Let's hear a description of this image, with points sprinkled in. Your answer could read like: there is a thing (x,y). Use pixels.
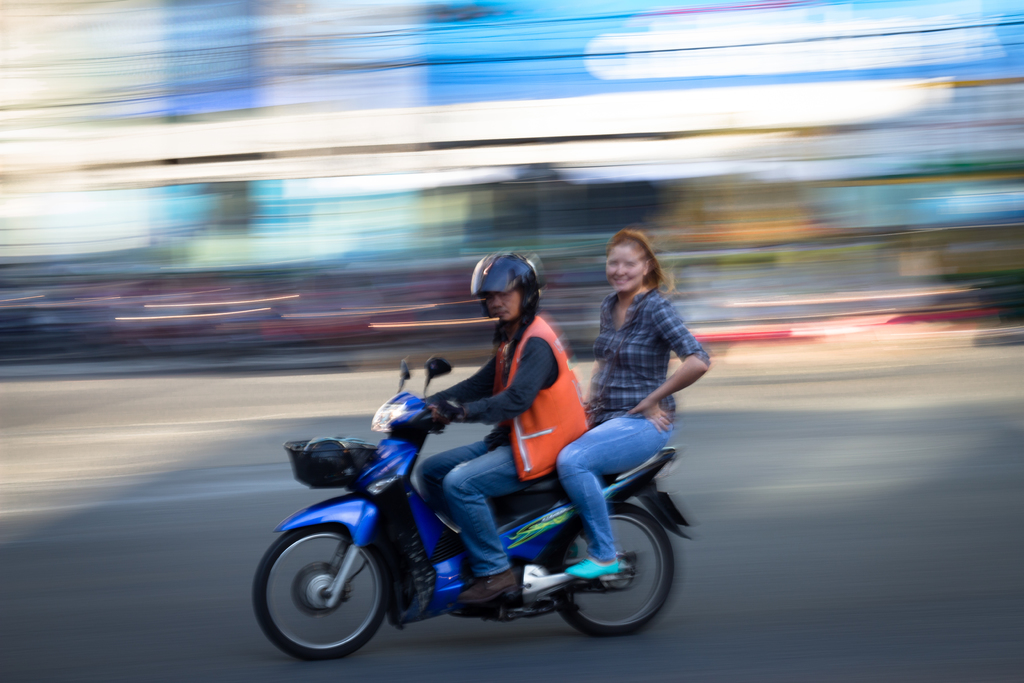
Man (531,365) is driving the motorcycle (519,598) He wears a helmet (502,273) and Orange color jacket (529,419) and blue color jeans (485,512) behind him a woman (625,379) is sitting on the motorcycle (610,486) she is smiling.
